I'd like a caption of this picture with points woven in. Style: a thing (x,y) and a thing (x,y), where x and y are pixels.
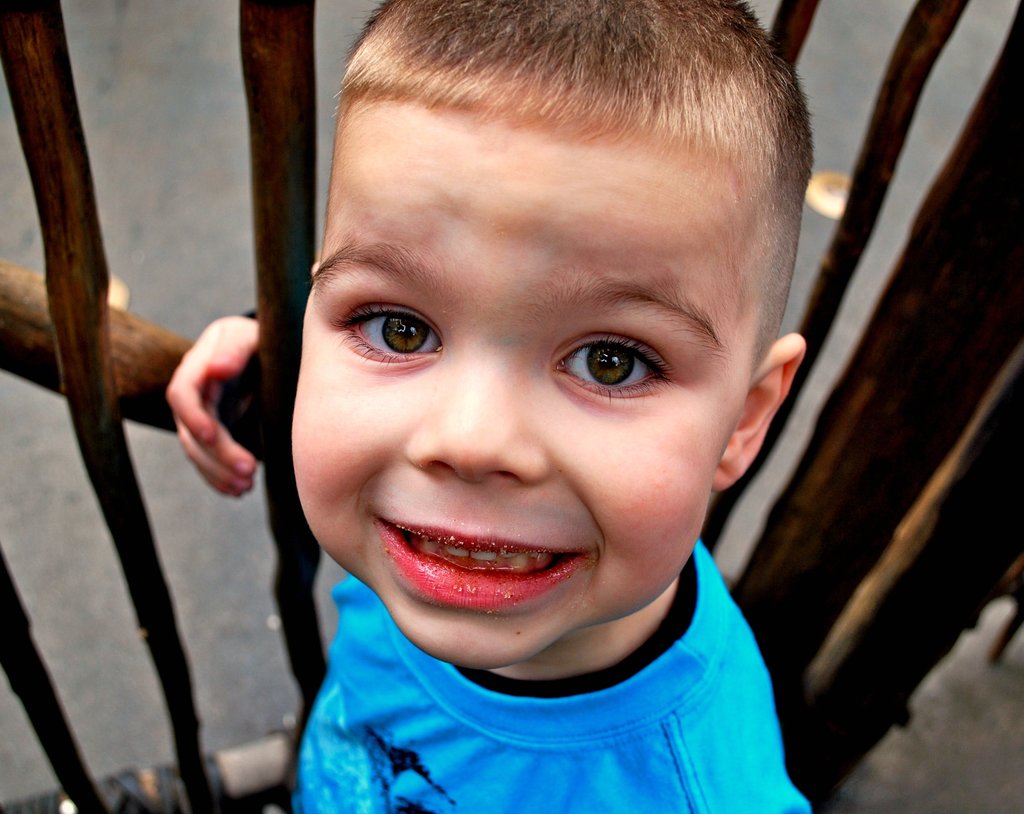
In this image I can see a boy (576,519) wearing black and blue colored t shirt (631,728) is smiling. I can see the wooden railing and the ground (190,171) behind him.
